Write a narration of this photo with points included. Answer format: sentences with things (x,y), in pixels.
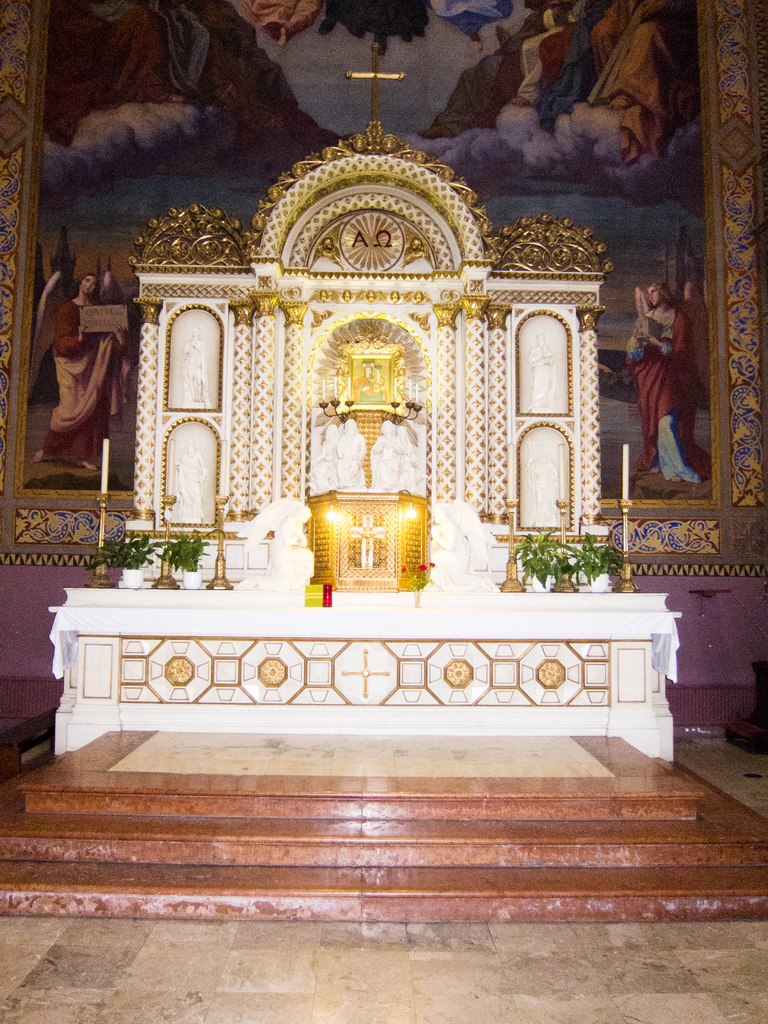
This is the picture of a room (469,589). In this image there are sculptures (352,482) and there are plants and candles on the table (387,651). In the foreground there are staircase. At the back (659,458) there is a painting (597,125) of the group of people (51,295). At the bottom (365,974) there is a floor (390,965).
